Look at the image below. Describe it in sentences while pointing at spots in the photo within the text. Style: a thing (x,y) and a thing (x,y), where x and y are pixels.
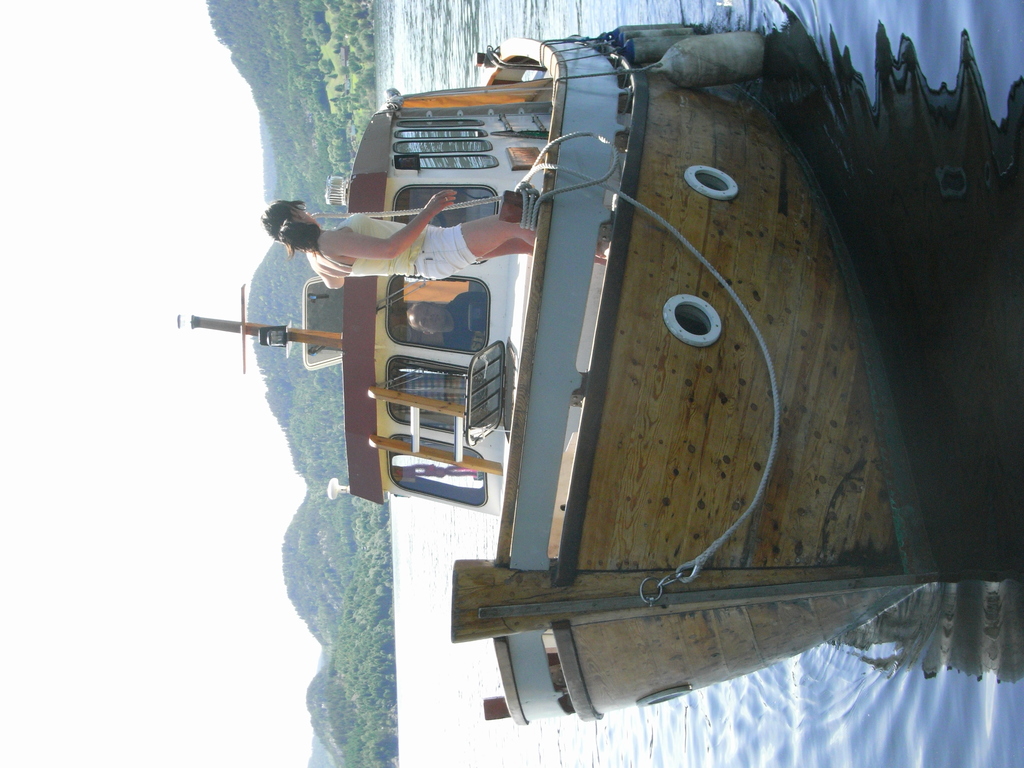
In this image I can see a person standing on the boat (449,223) which is on the water (929,192), at the back (363,580) there are so many mountains (314,576).
